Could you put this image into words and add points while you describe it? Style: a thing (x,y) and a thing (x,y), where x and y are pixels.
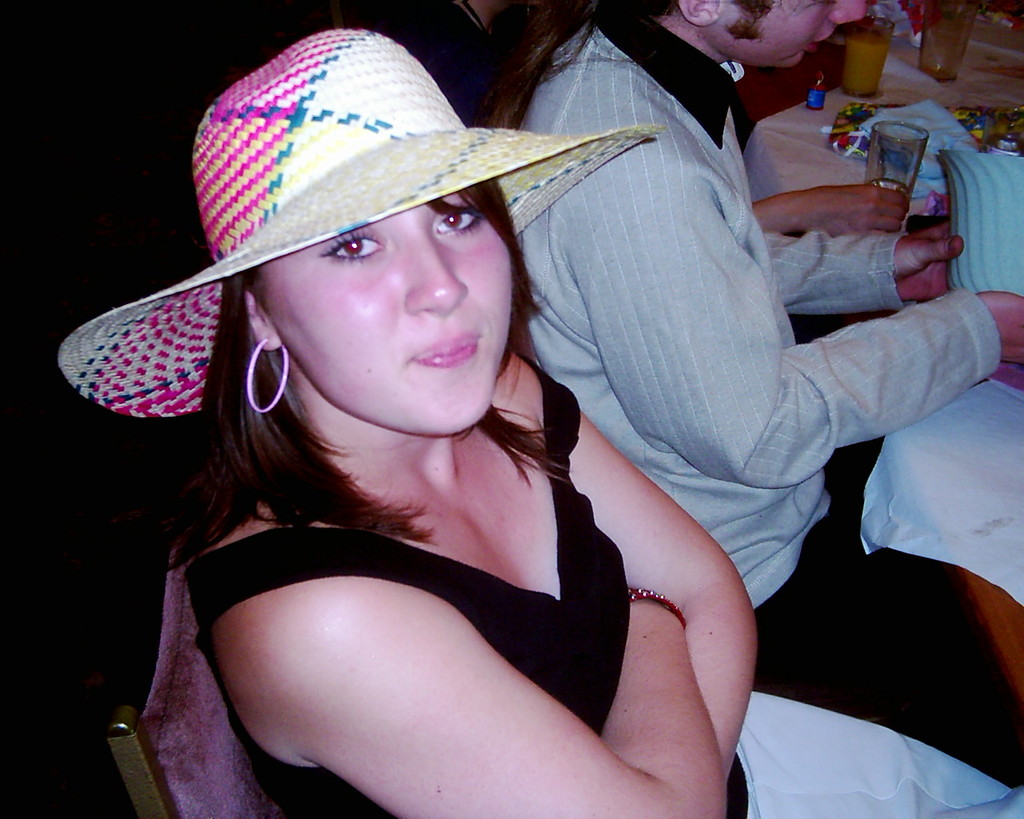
Here I can see a woman (533,477) and a man (619,416) are sitting on the chairs (201,721) facing towards the right side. The woman (427,330) is smiling by looking at the picture. The man (710,178) is holding an object (989,277) in the hands (1013,316) and looking at the object (970,285). In front of these people (949,319) there is a table (938,460) which is covered with a white cloth (960,491). On the table (883,140) few glasses (883,140), a cloth (932,147) and some other objects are placed. The background (149,28) is dark.
